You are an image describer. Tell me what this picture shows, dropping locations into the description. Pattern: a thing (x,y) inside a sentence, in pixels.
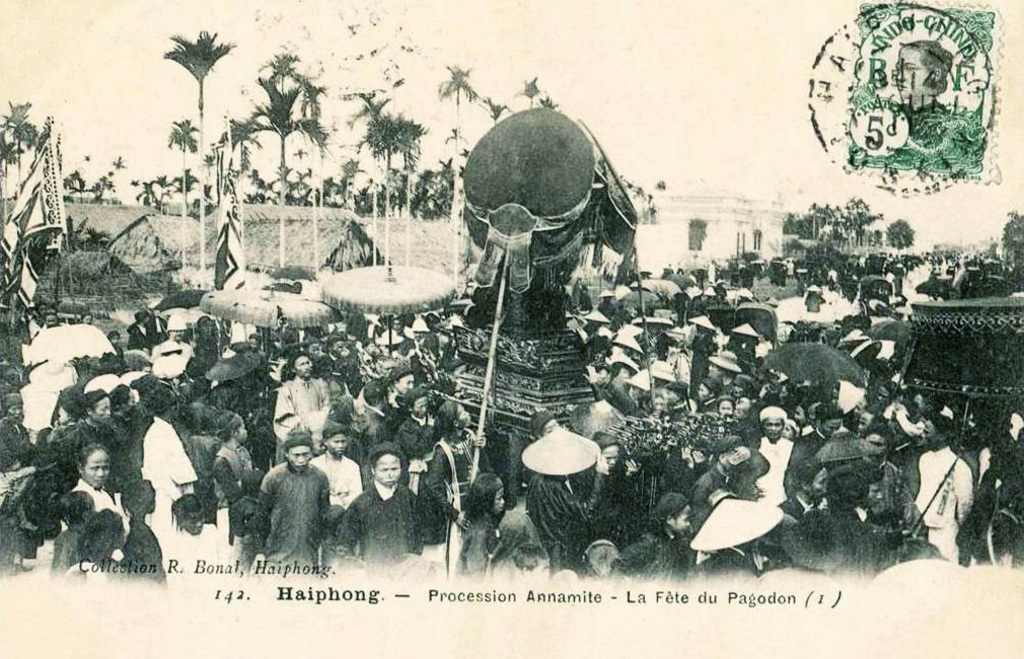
It is the black and white image in which we can see that there are so many people (486,503) in the, middle. In the background (355,167) there are trees (408,174). On the right side (733,213) there is a building (758,208). In the middle (567,342) there is a statue (540,312). On the left side (221,219) there are flags (6,262). It seems to be an old image.
